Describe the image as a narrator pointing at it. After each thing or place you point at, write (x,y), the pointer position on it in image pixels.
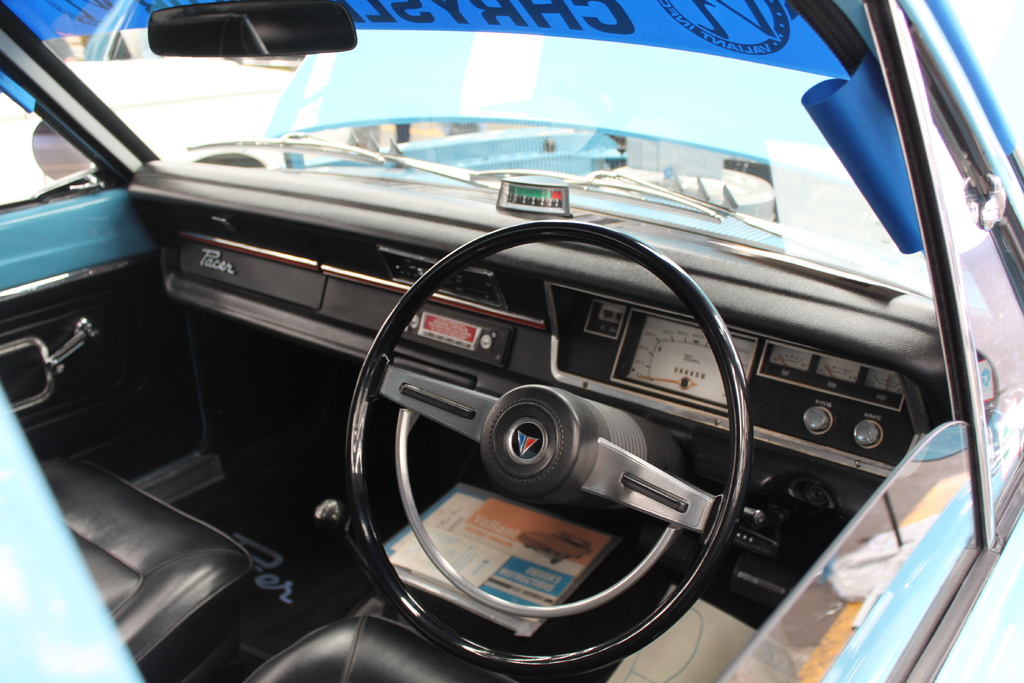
In this image, we can see the inside view of a vehicle (381,471). Here we can see seats (134,577), steering (694,588), gauges (550,180), door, handle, glass objects (10,155) and few things (211,38). Through the glass (387,142), we can see windshield wipers (404,164), blue color and sticker (738,42).
